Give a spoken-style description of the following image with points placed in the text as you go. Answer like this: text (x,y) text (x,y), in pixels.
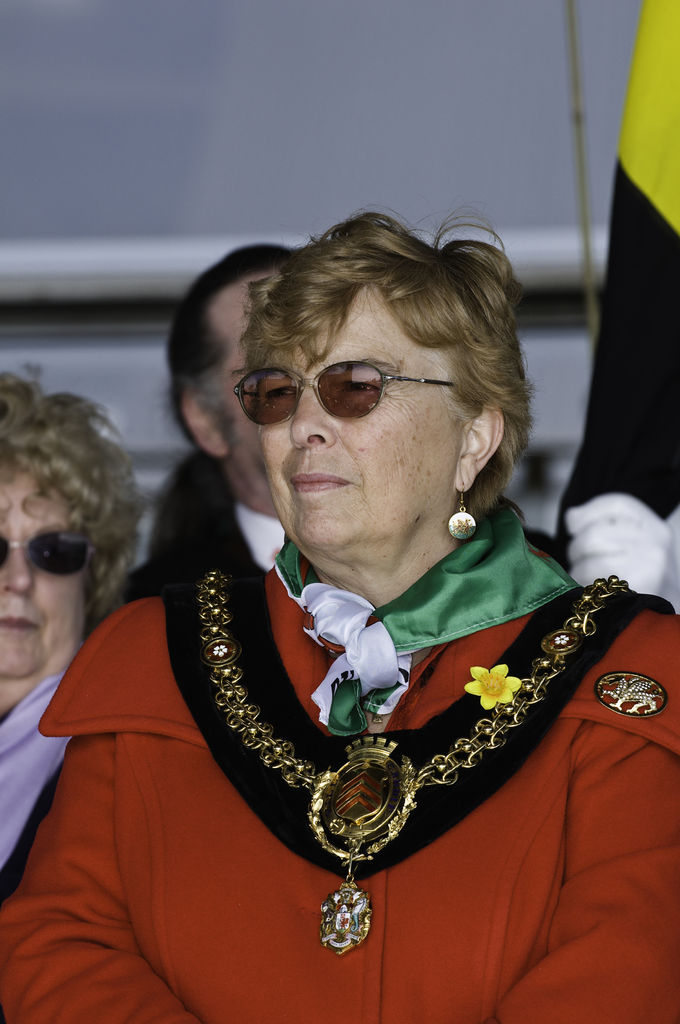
In this image we can see people (334,597) standing.
